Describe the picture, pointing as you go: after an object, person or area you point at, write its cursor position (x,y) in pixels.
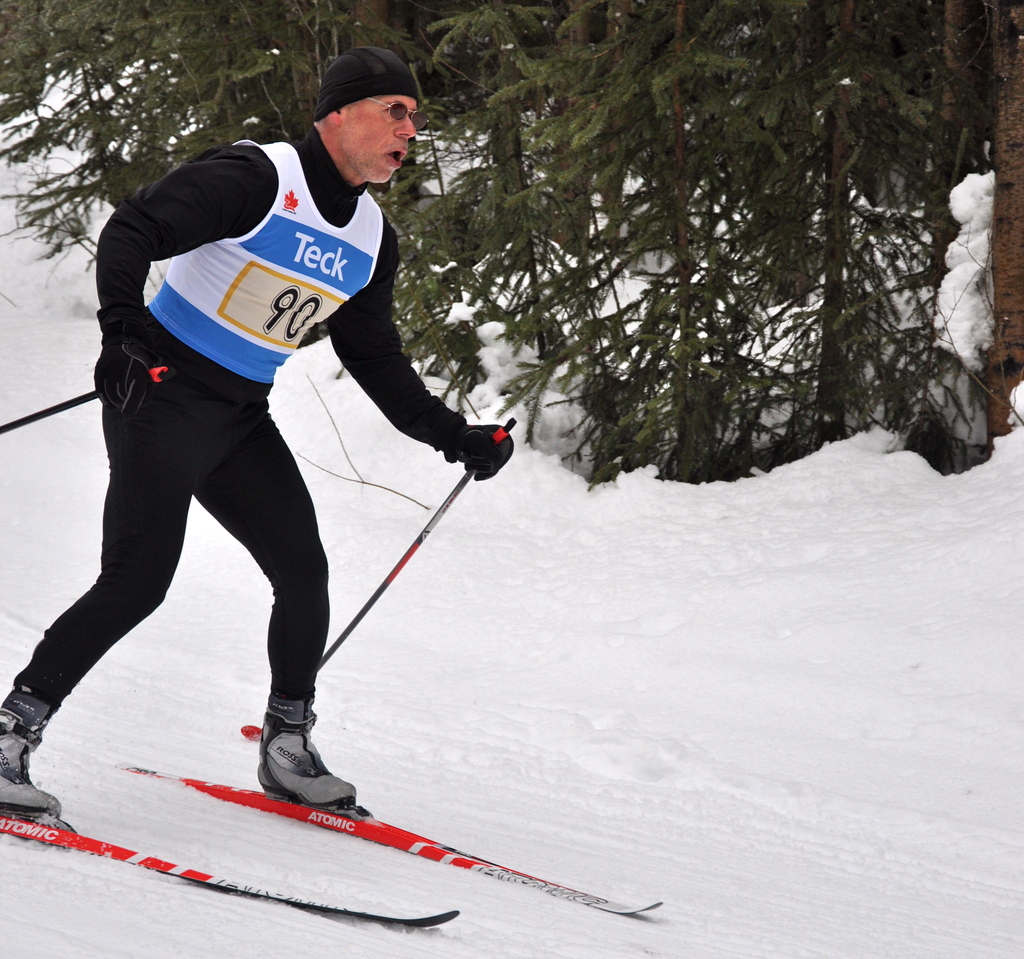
In this picture, there is a man (284,694) skiing on the snow (316,848) with skis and holding sticks (501,430) and wore gloves (501,445) and cap (401,94). In the background of the image (579,90) we can see trees (585,343).
